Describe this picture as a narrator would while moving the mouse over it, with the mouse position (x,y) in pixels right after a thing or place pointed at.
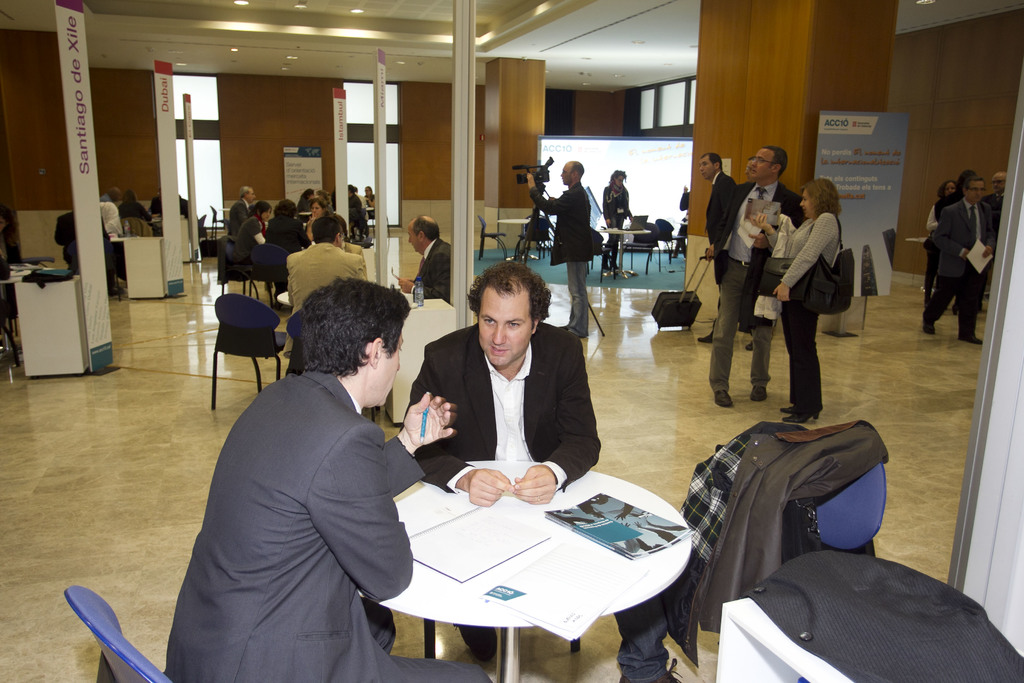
It is a conference room (286,227), there are lot of people (306,254) sitting and some of them are standing, in the center of the room (556,303) a photographer (565,214) holding the camera (524,178), there are some reflexes (561,159), in the first table (511,634) there are two men (545,482) sitting opposite to each other on the table (657,559) there are some books (643,549) right side to the table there are some blazers (741,509), in the background (301,99) there is a wooden wall (320,147).
